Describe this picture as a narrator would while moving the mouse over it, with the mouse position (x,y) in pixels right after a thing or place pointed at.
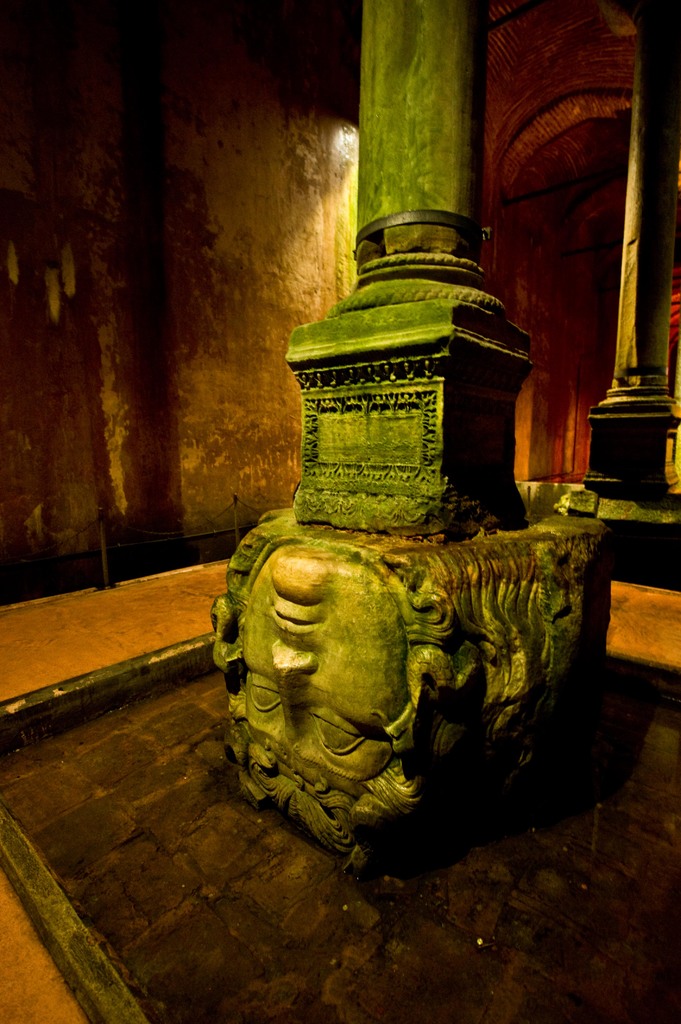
In this picture I can see statues (404,759) of faces (369,693) and poles (622,403). In the background (248,348) I can see a wall (272,323) and light (349,126).
